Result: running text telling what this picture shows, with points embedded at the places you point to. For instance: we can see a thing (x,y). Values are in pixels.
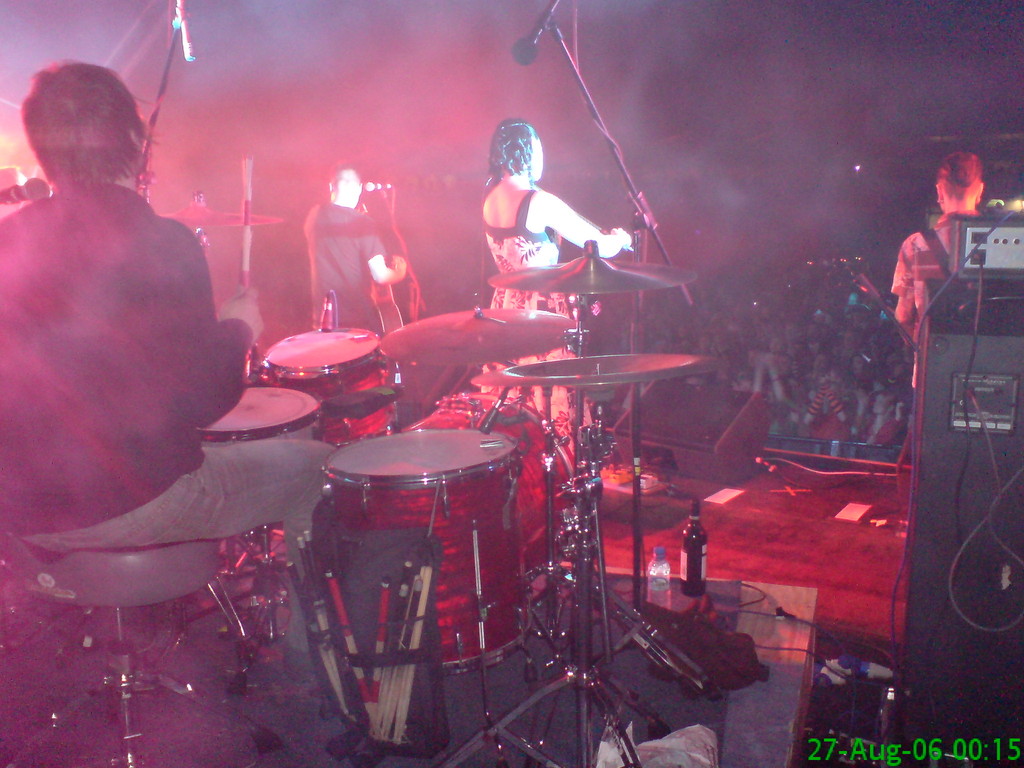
This is the woman (526,253) standing. I can see the mike (528,57), which is attached to the mike stand (647,221). Here is the man (123,525) sitting on the stool (79,562) and playing drums (469,498). This looks like a stage show. I can see two people (353,228) standing. These are the speakers (957,352) and an electronic device (1011,242). I can see a water bottle (659,578) and a wine bottle (694,578) are placed on the floor (770,620). These are the group of people (760,365) standing. This is the watermark (906,754) on the image.
